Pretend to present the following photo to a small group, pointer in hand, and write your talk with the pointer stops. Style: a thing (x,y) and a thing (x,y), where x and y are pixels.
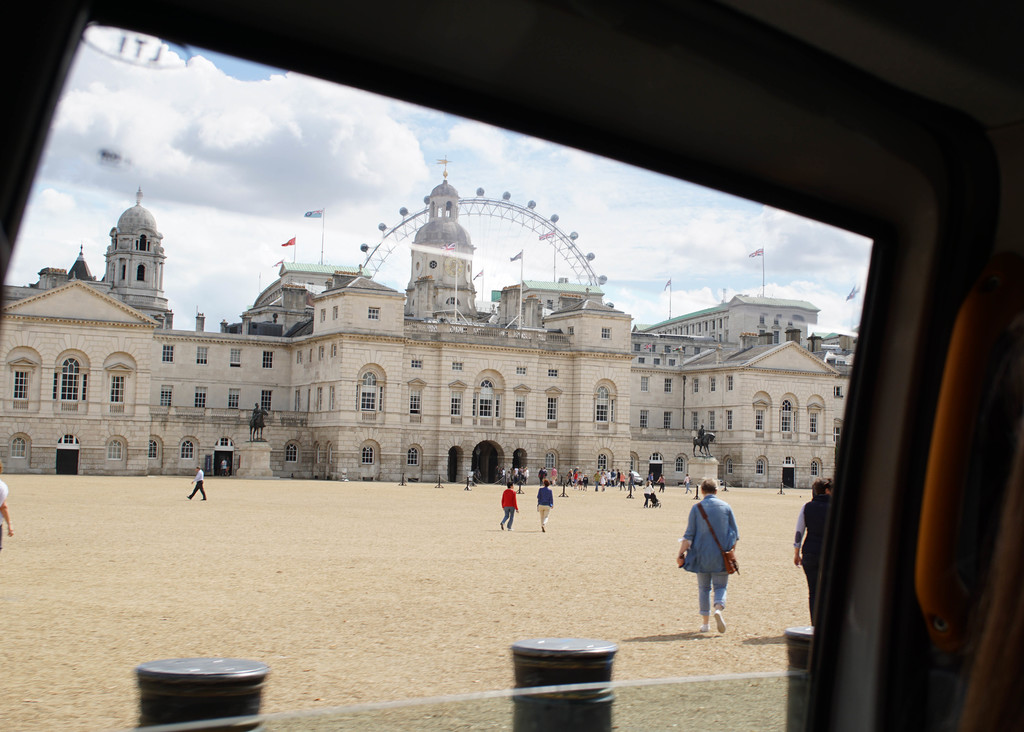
In this image I can see the picture from inside the vehicle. I can see the ground (357,627), few persons (546,480) standing on the ground (393,614), few black colored poles (600,673), two statues (706,445) in front of the building (88,456), a building (110,411) which is cream in color, few windows (76,361) of the building (101,305) and few flags (290,245) on the building (443,278). In the background (569,253) I can see a giant wheel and the sky (834,297).
